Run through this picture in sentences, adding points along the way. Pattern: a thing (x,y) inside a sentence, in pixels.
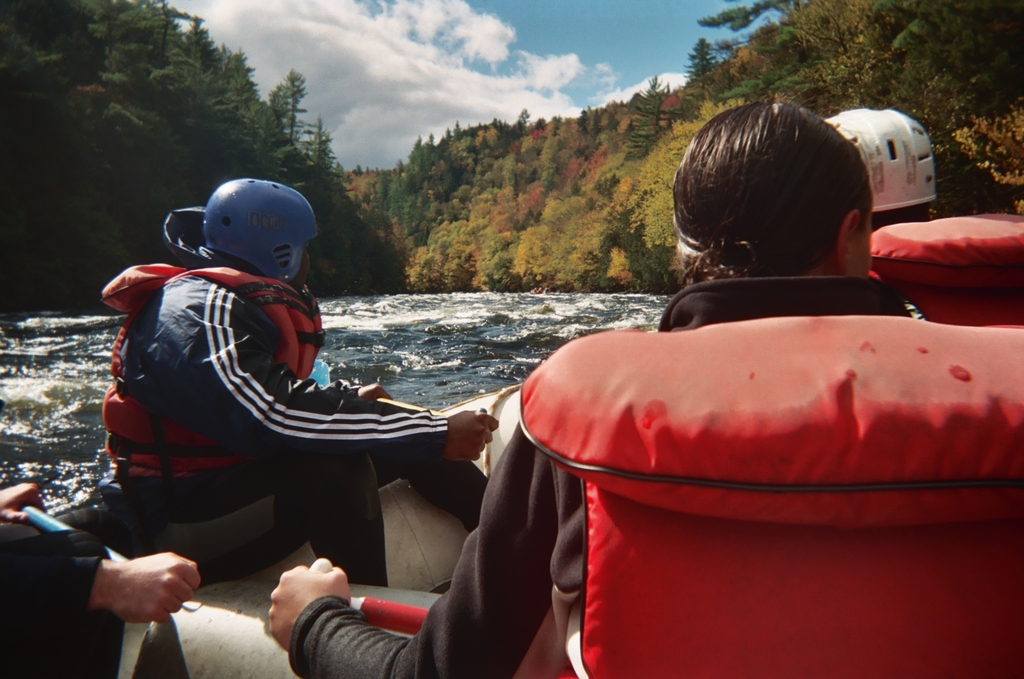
In this image we can see people (327,447) sitting on the boat (455,541). In the background (282,137) there are sky (463,107) with clouds (486,106), trees (500,174) and water (330,333).
